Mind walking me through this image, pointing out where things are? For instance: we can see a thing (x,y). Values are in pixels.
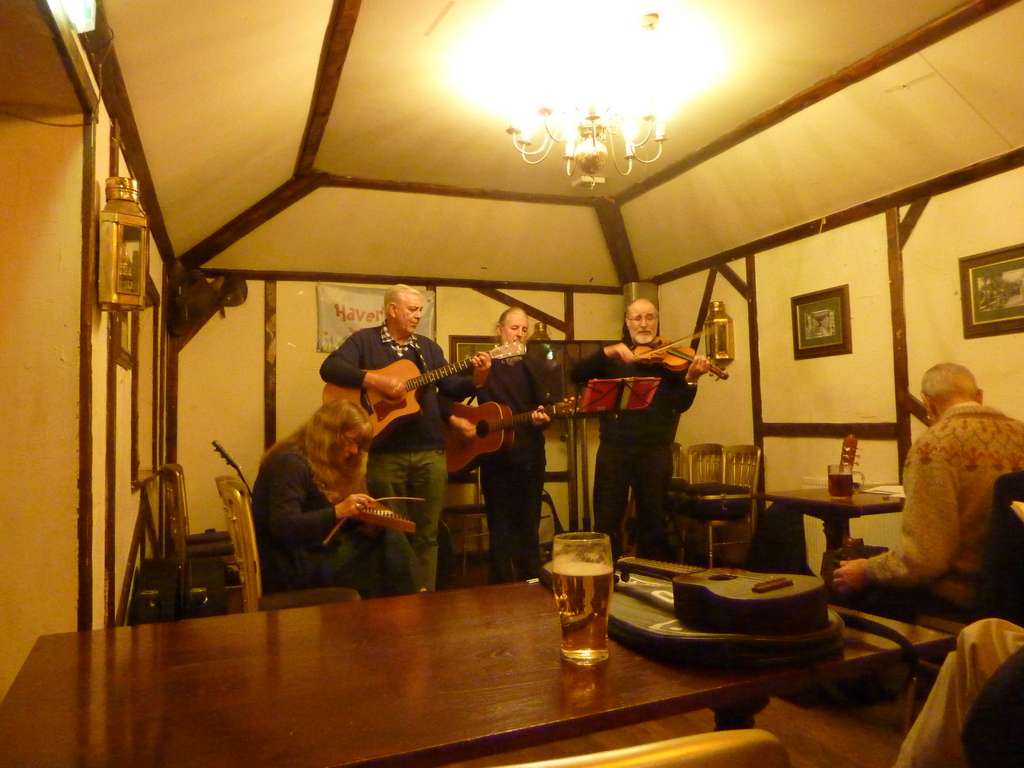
In this picture there are people (528,481) in the center of the image (670,391), they are playing guitars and violin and there is a table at the bottom side of the image (601,539), which consists of a glass (573,599) and a guitar (718,624), there are portraits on the wall (857,303) and there is a man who is sitting on the right side of the image (921,541), in front of a table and there is a chandelier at the top side of the image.
